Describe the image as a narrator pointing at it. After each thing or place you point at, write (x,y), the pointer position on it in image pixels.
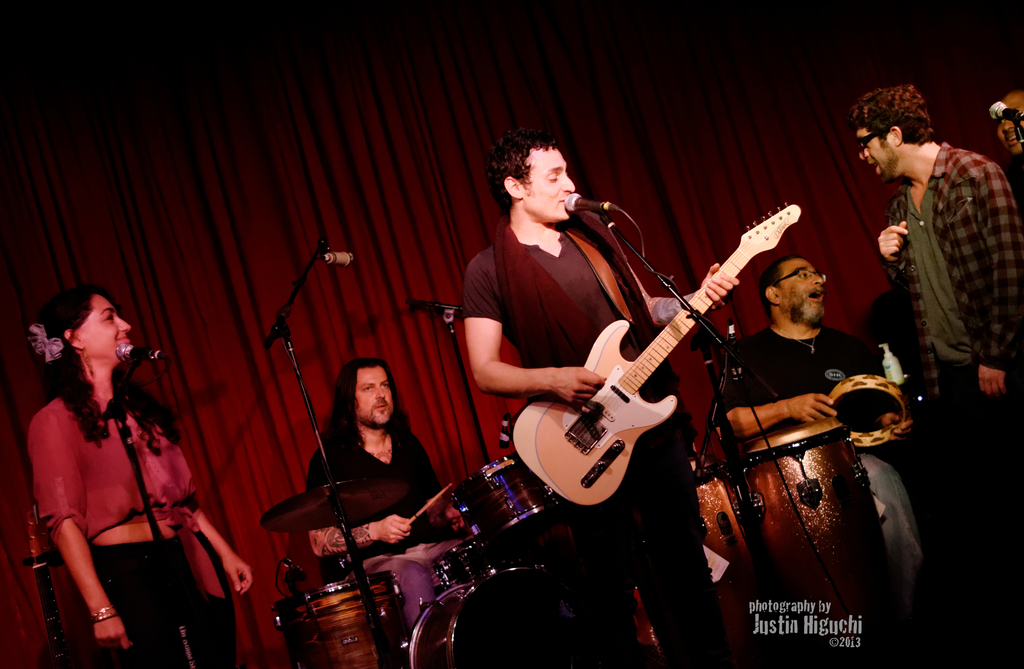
There is a music band (986,262) on the floor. Some of them are having one musical instrument (526,458) in front of them. There is a microphone (576,198) and a stand (702,325) here. One woman (122,463) is singing, some guys (364,542) are playing the musical instruments (560,421). In the background (186,240), there is a red color curtain (476,101) here.
